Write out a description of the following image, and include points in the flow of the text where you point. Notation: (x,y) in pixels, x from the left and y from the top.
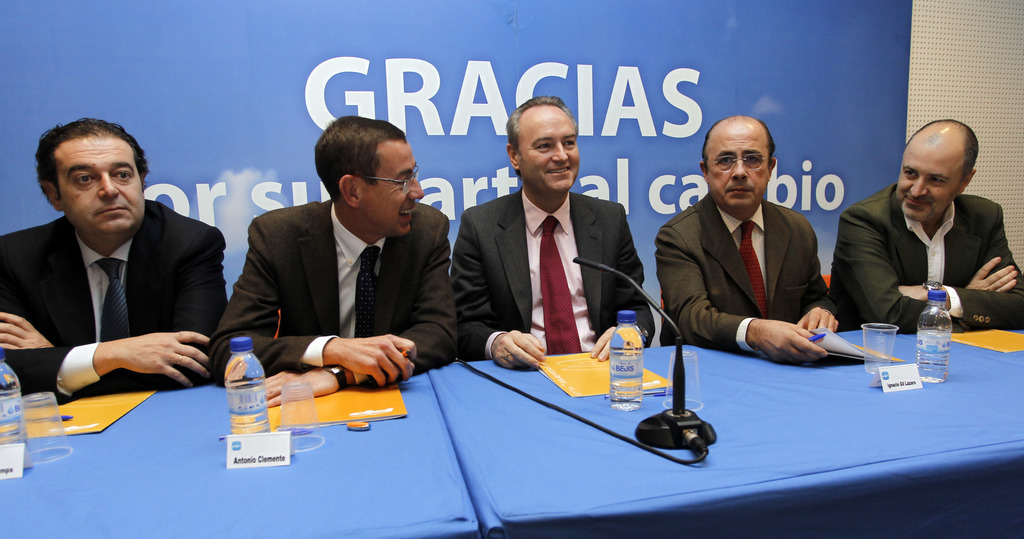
In the center of the image (430,302) we can see five men (542,249) are sitting on the chairs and wearing suits (472,294), ties (550,331). In-front of them we can see the tables (484,486), tables (512,479) are covered with clothes (514,437). On the tables (849,371) we can see the bottles (936,310), boards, glasses (35,402), files (848,345), object (675,435) and a man (781,333) is holding a file (830,343), pen (815,338). In the background of the image (785,104) we can see the wall (984,67) and board (452,84).
